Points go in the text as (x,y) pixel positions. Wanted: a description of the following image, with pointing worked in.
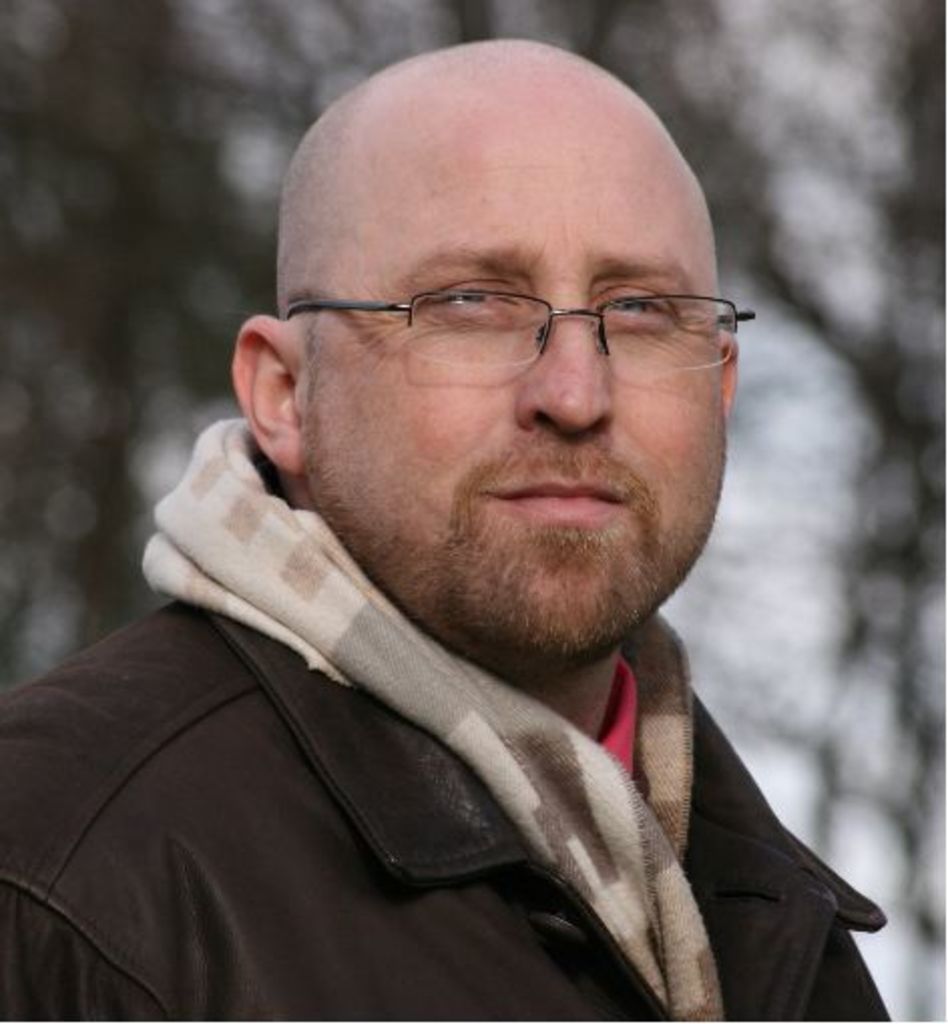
There is a man (421,679) in the center of the image (457,671).
